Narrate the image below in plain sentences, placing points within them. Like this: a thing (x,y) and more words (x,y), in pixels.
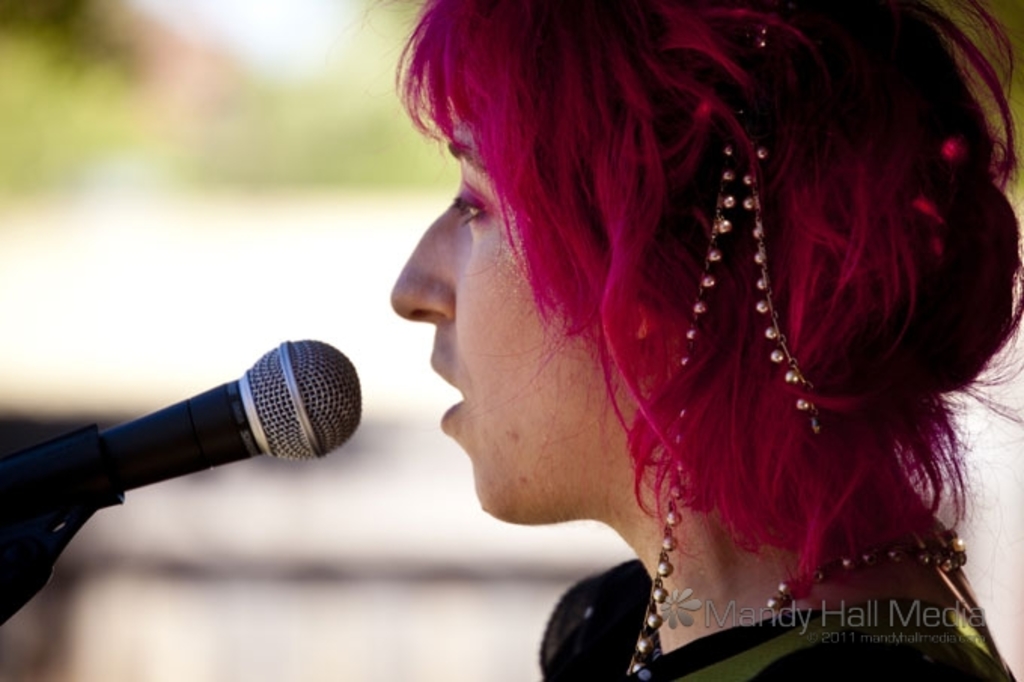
In the image we can see there is a woman (645,274) and there is a mic (218,424) kept on the stand (65,499). There is a beads chain (760,250) on her hair (730,387) and neck (695,630). Background of the image (61,629) is blurred.
